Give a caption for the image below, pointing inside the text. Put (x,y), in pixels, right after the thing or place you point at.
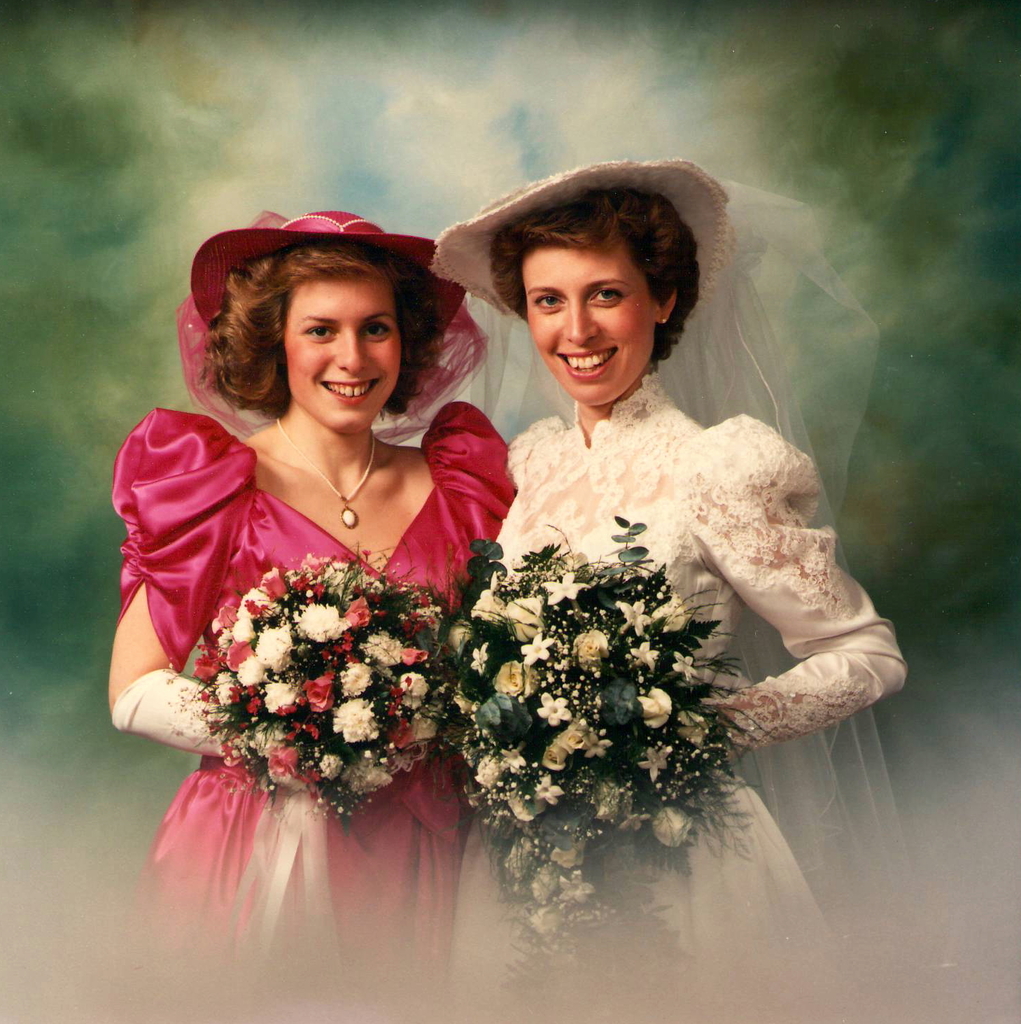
In this image there are two women's (458,461) are standing and holding flowers (478,665) in middle of this image (631,434) and the right side woman (690,539) is wearing white color dress (711,488) and the left side woman (222,573) is wearing red color dress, and there is some painting (445,111) in the background (105,432).
